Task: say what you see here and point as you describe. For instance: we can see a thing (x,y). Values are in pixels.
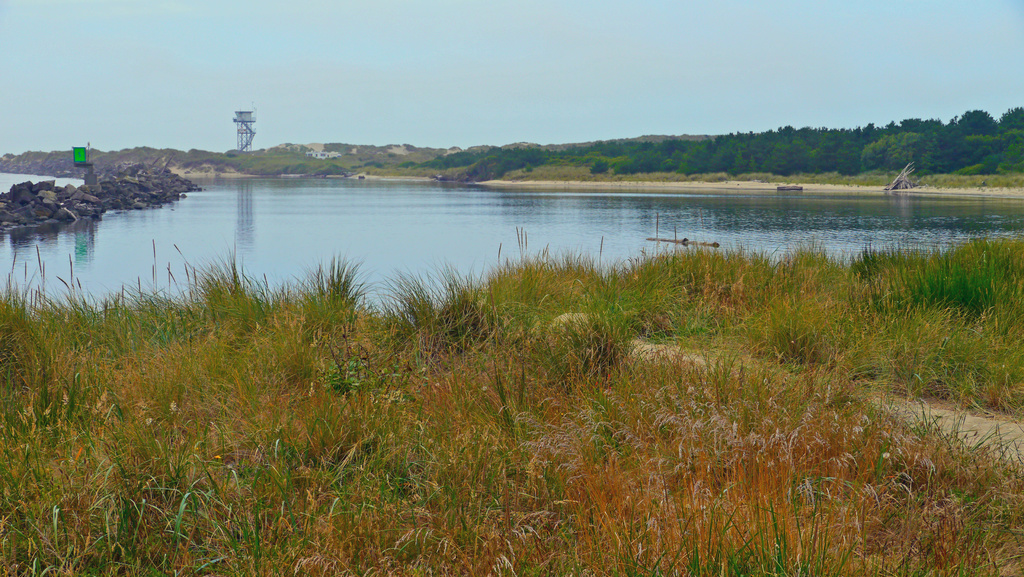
In this image I can see the plants (634,459) in green color, background (577,235) I can see the water (487,243), few rocks (121,180). I can also see the water tank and the sky (471,38) is in blue color.
